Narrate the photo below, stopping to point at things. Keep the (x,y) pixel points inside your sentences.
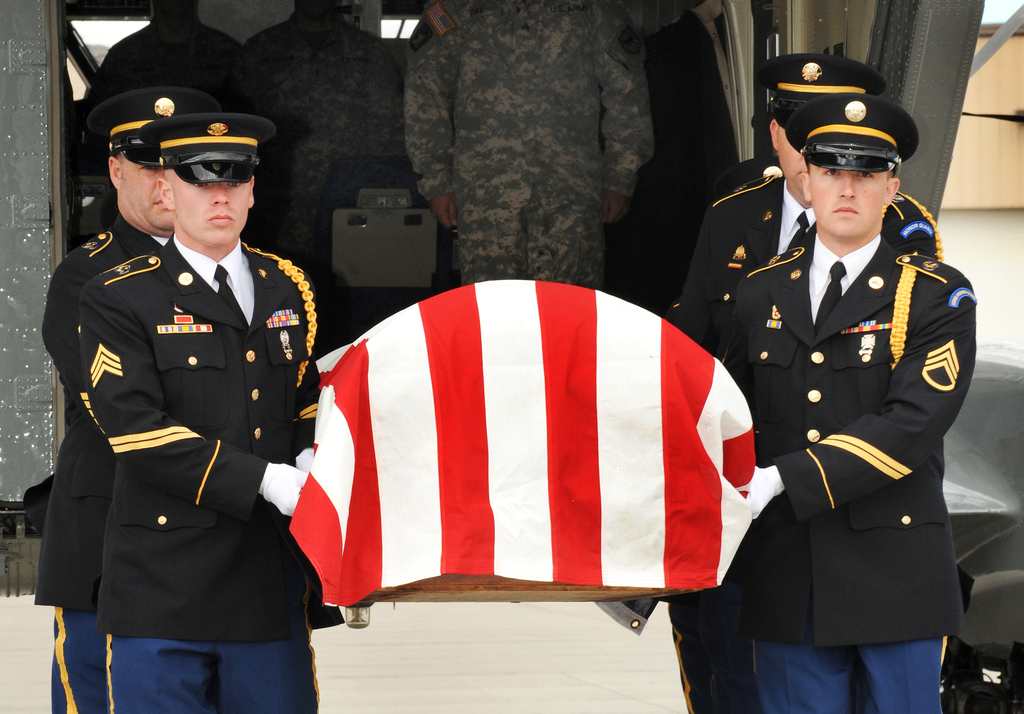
In front of the image there are a few officers (121,294) holding some object (337,377). Behind them there are a few people (316,205) standing inside the vehicle (899,39). In the background of the image (972,175) there is a wall (989,181).
